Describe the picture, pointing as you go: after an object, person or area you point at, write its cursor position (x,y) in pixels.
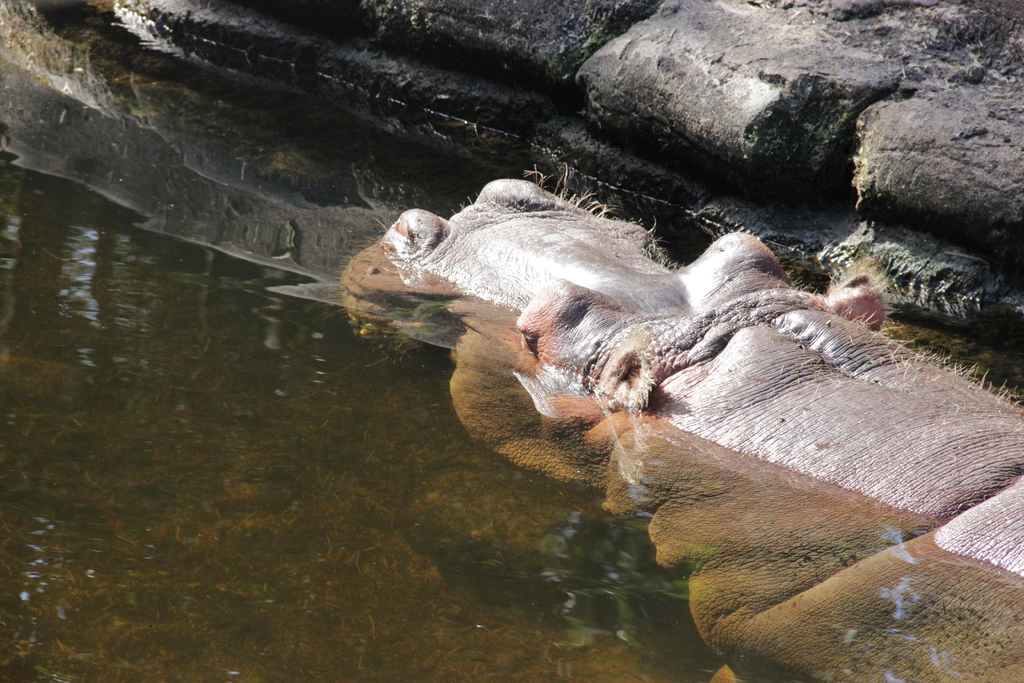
This picture shows a hippopotamus (503,322) in the water (343,349) and we see a rock (736,25) on the side.
